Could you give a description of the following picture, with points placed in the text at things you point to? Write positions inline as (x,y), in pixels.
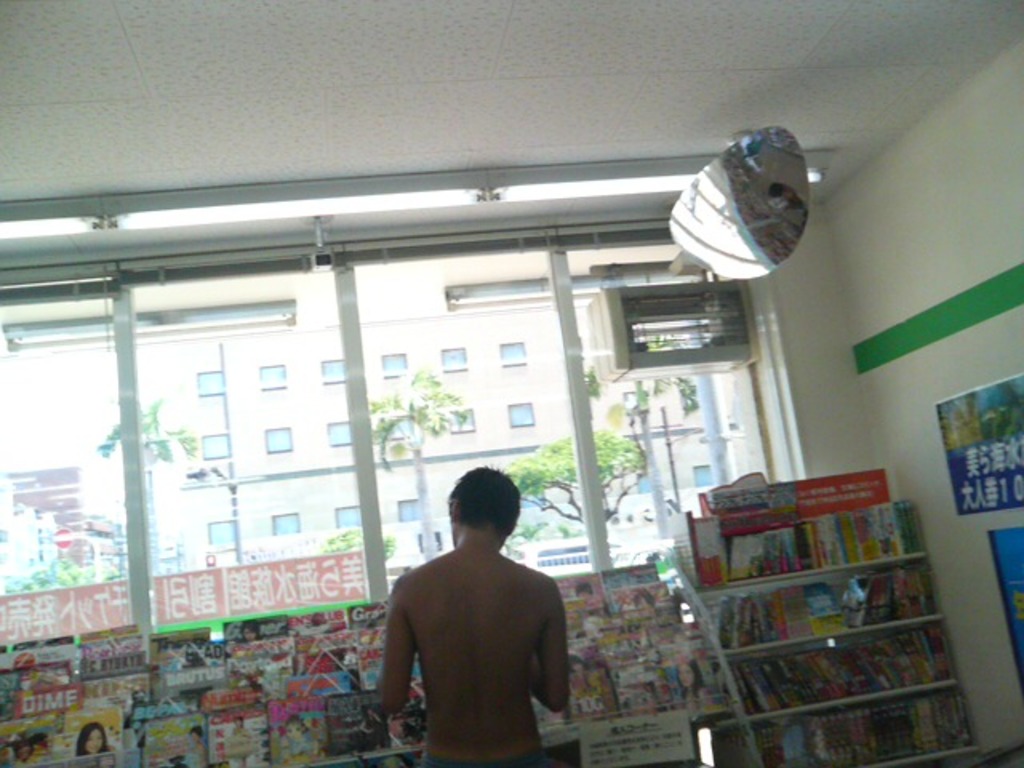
In this picture I see a man (458,608) in front (475,690) and I see number of books (274,654) and other things (170,669) on the racks (852,672). In the background (177,383) I see the windows (619,390) and through the windows (191,455) I see the buildings (501,410) and the trees (531,470). On the top of this image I see the lights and on the right side of this image (1007,401) I see a poster (976,411) on which there is something written.
